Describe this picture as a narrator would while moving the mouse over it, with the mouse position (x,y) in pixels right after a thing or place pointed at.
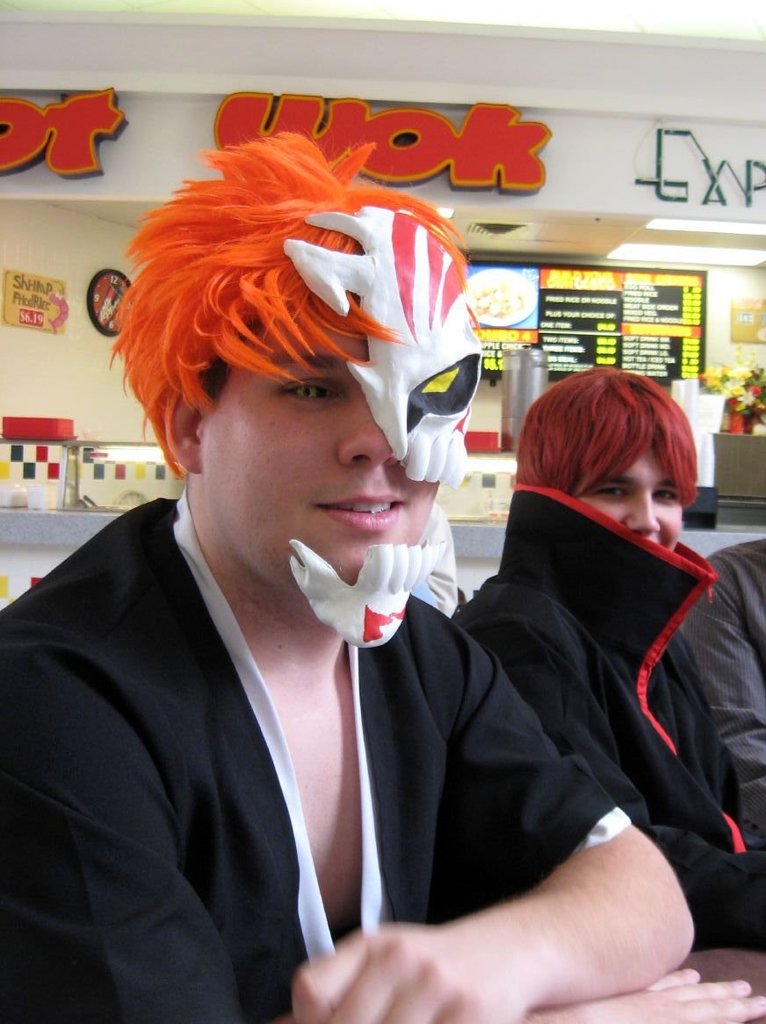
There is a person (388,738) in black color t-shirt (463,722), sitting on a chair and placing both hands (333,1017) on the table (750,960), near other two persons (633,728) who are sitting on the chairs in front of the table (764,965). In the background (675,291), there are posters (48,281), screen (701,305) and photo frame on the wall (42,273), there are lights (651,229) on the roof (722,237) and there are other objects (748,367).
